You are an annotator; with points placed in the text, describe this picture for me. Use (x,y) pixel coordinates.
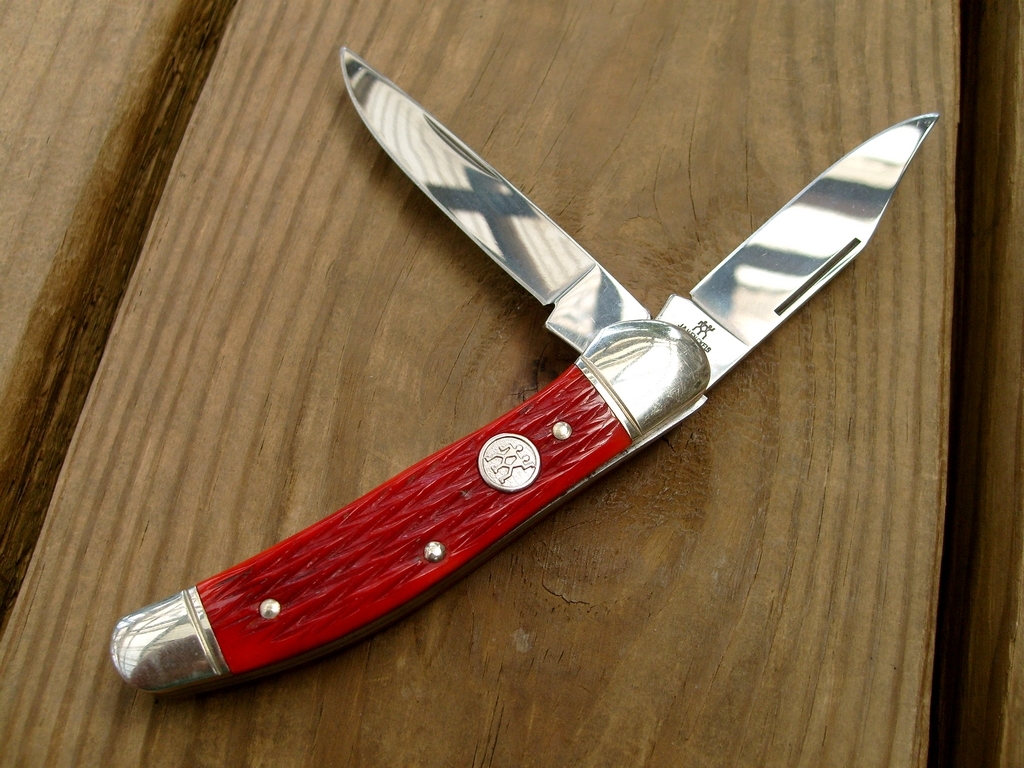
There is a knife (581,465) kept on a wooden table (396,328) and the handle (560,435) of the knife (525,454) is in red color.
